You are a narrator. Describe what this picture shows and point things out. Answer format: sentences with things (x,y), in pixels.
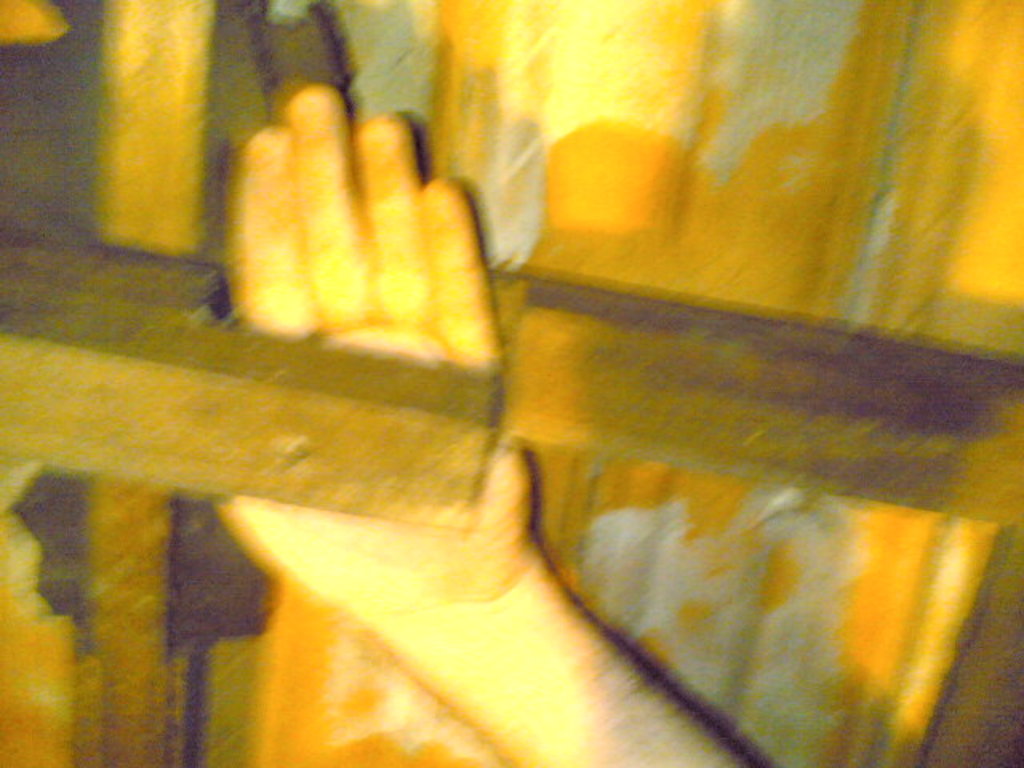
In the picture I can see a person's hand (328,537). I can also see wooden objects (488,449) and some other objects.
